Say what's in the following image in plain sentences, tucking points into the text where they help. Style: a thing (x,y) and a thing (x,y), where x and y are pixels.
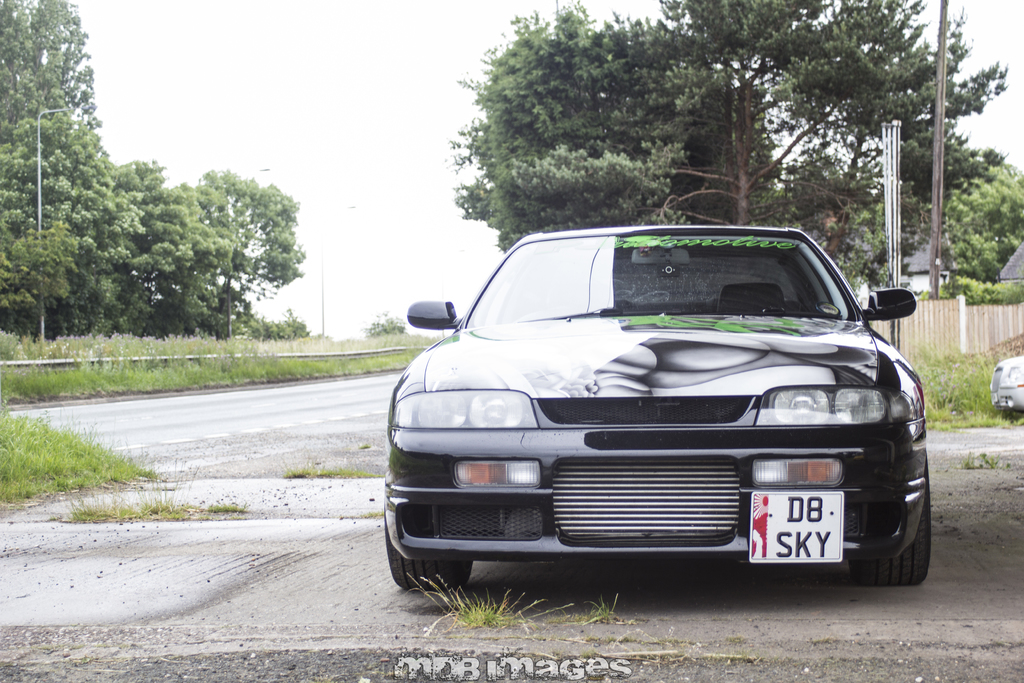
In this image in the center (549,352) there is one car (820,382), and at the bottom (330,590) there is a road (548,590) and grass (191,371) and in the background (189,212) there are some trees (880,229), poles (937,188). And on the right (928,311) there is a wall (928,335) and one car (1004,386), on the top of image (387,169) there is sky (372,190).
